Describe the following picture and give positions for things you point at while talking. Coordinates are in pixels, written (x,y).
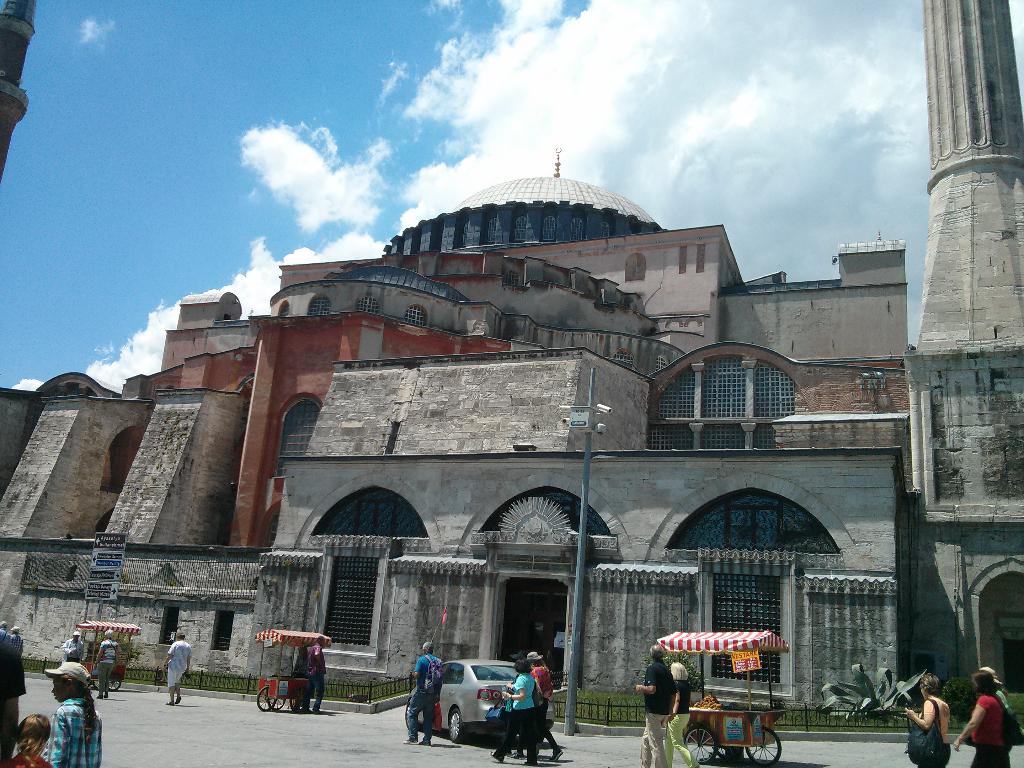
In the foreground of this image (534,704), there are people (517,708) walking on the pavement (129,741). We can also see few cart like objects (729,719) and a vehicle (493,697). In the background (573,537), there is a pole (574,623), grass (624,700), railing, building (410,356), sky (339,71) and the cloud (713,67).
